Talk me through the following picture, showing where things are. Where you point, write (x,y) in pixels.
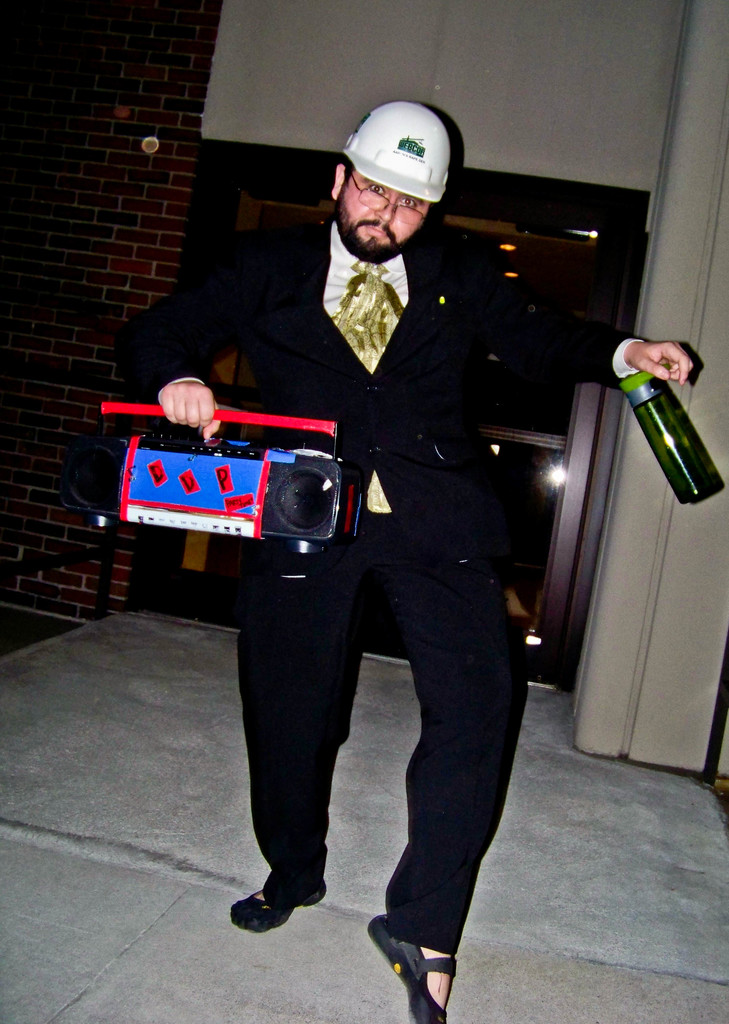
In this image I can see the person (407,263) holding the tape recorder (258,513) and the bottle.
